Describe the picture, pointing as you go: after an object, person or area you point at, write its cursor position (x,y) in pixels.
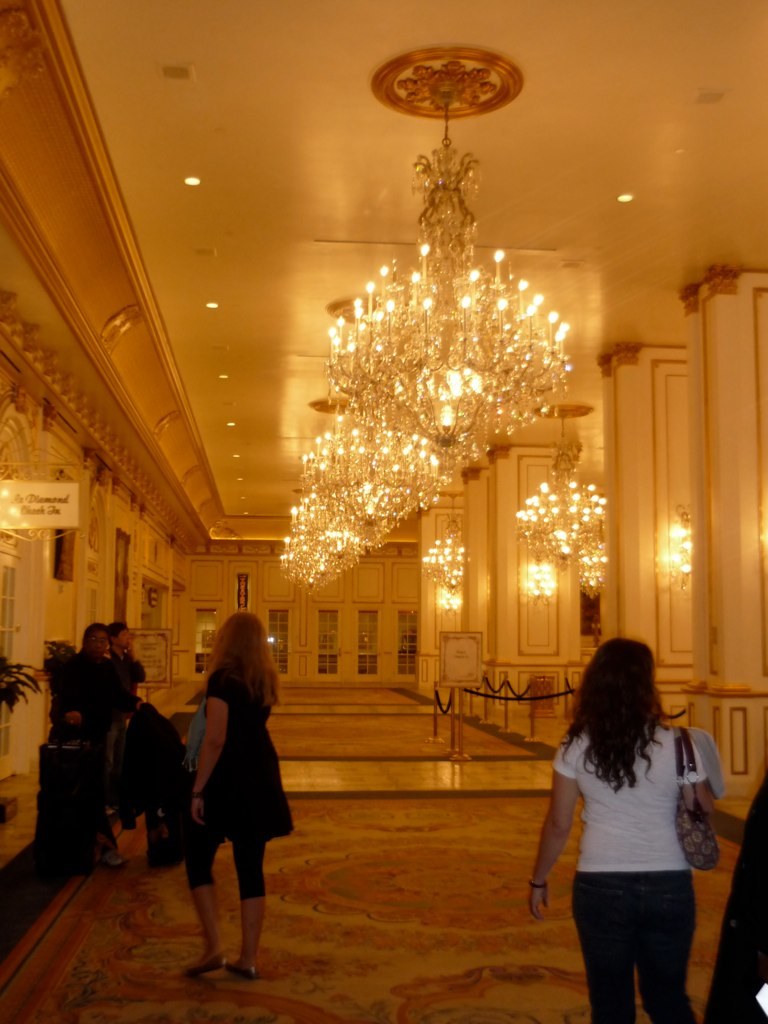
In the center of the image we can see a few people (654,873) are standing. Among them, we can see one person (637,825) is wearing a handbag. On the right side of the image (748,999), there is a cloth (762,960). In the background (320,533) there is a wall (240,569), chandeliers (417,495) and a few other objects (4,520).
